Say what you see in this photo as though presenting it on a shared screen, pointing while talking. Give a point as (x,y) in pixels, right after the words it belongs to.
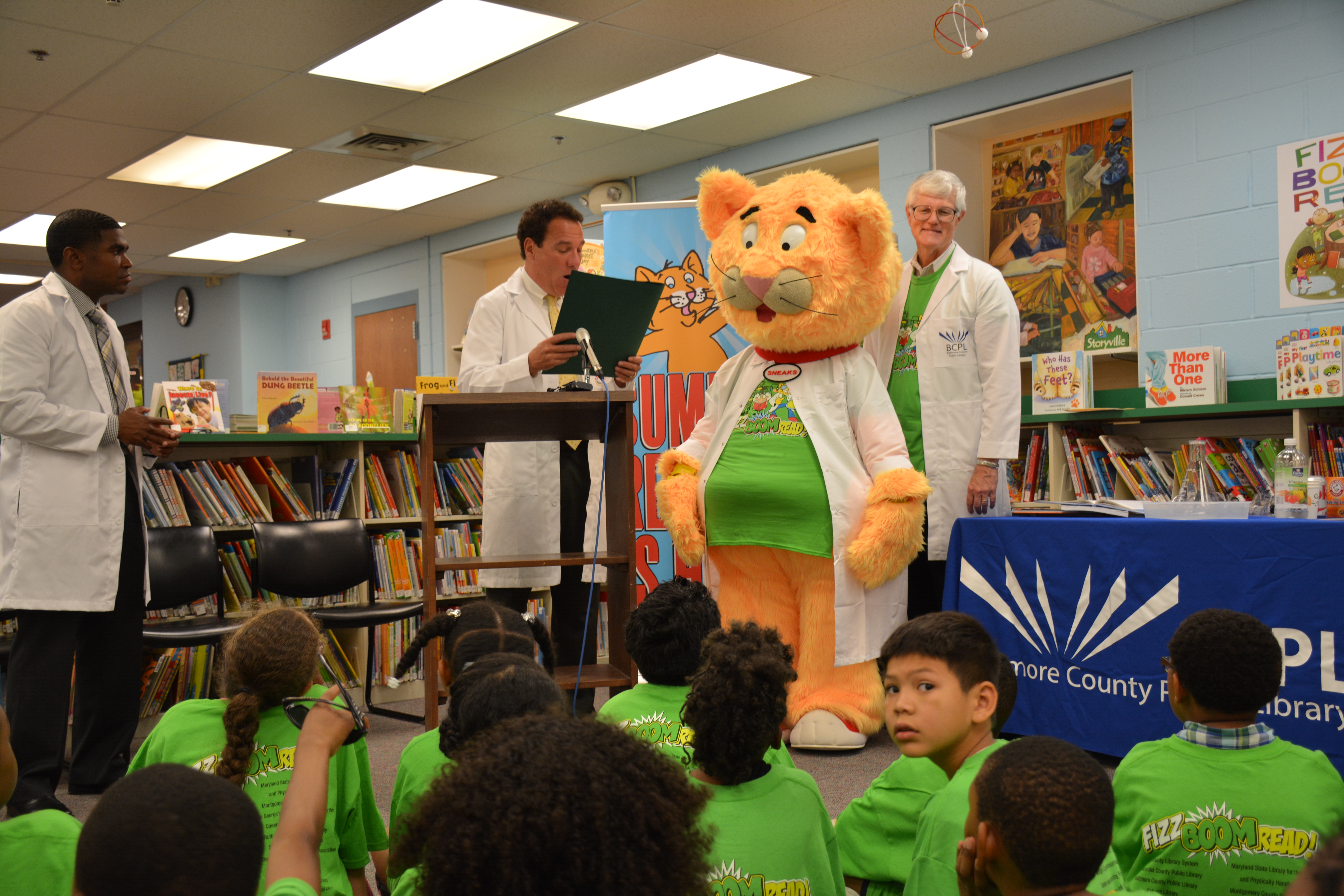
In this image there are kids (262,754) in the foreground (573,775). Three persons (929,294) are standing wearing apron (84,387). Here there is a mascot (773,463). There are books (284,486) in the shelves (1055,465). Here on the wall (1256,152) there are paintings (1119,241). On ceiling (278,197) there are lights (448,11). The person (548,292) is talking something. in front of him there is a mic (598,374). He is holding a folder (589,311).
